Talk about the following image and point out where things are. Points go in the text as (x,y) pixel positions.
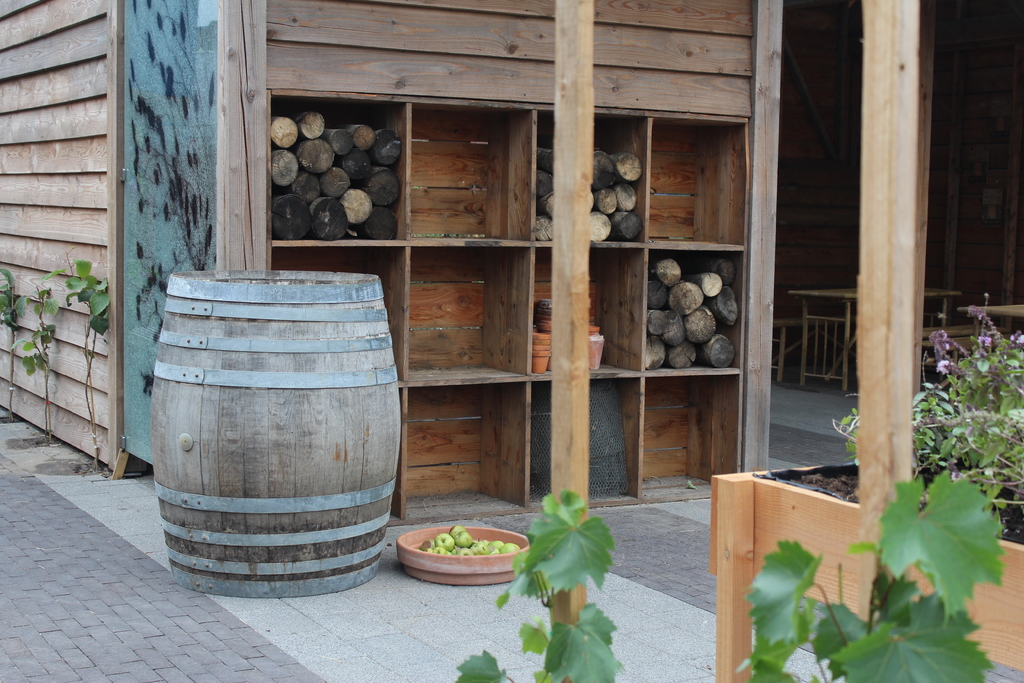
In this image There are some flowers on the bottom right corner of this image (924,466) and there is a wooden tub (327,439) in middle of this image (361,378) and there are some wooden things (414,210) are on top of this image (550,192). There is a floor surface (220,635) in the bottom of this image (327,628).
